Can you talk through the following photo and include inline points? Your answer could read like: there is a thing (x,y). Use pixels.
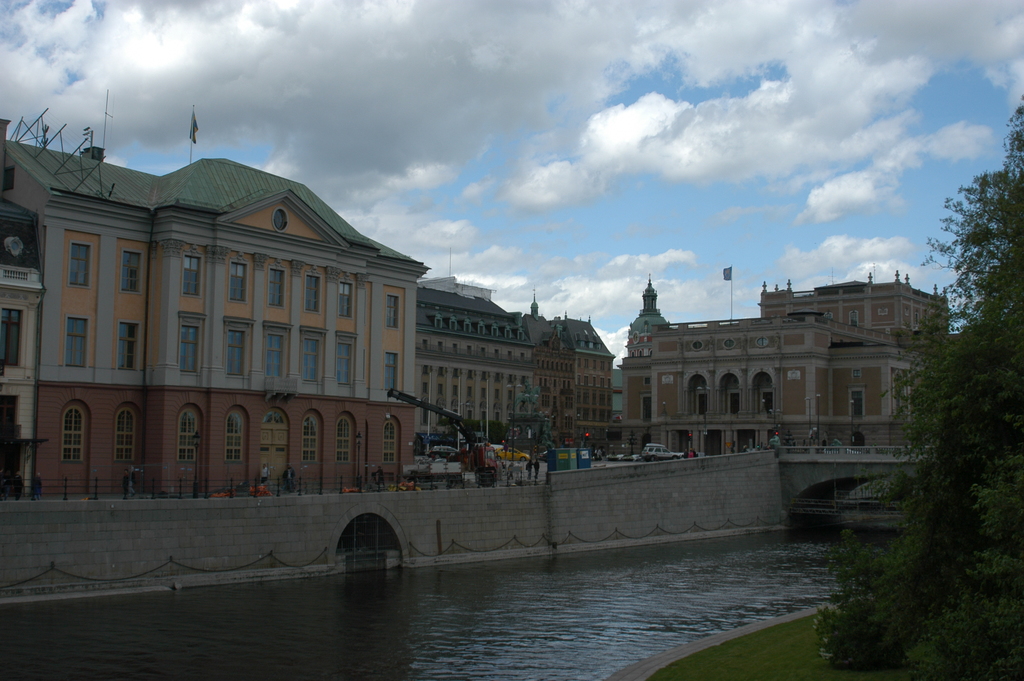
In this image we can see a tree (1006,383) on the right side of the image (944,543) and there is a bridge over the canal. We can see some people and buildings (626,437) in the background (597,433) and there are some vehicles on the road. At the top (653,64) there is a sky (562,64) with clouds (1,31).
